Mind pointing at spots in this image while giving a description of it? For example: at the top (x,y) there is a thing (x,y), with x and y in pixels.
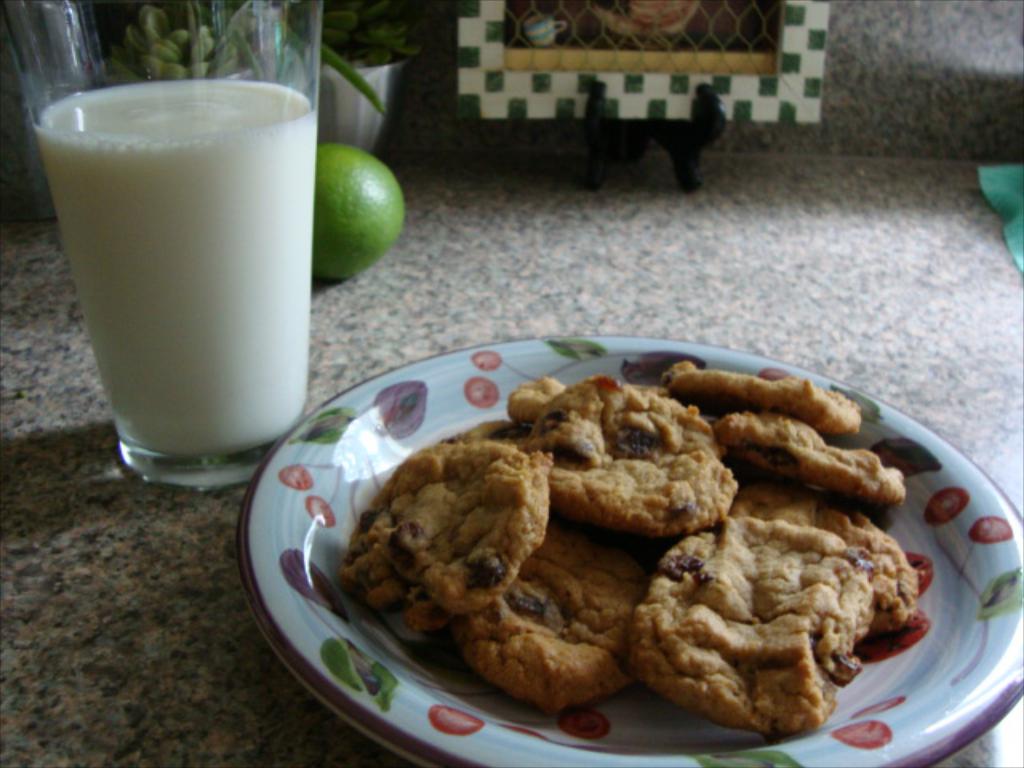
In the center of the image (498,292) we can see one table (214,501). On the table (221,528), we can see one plate (313,609), glass (295,181), bowl (368,71), cloth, one lime (355,202), plant (349,74) and one green and white color object (477,82). In the plate (504,347), we can see a few cookies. In the glass (287,420), we can see some milk (303,164). In the background (932,84) there is a wall (883,24).
